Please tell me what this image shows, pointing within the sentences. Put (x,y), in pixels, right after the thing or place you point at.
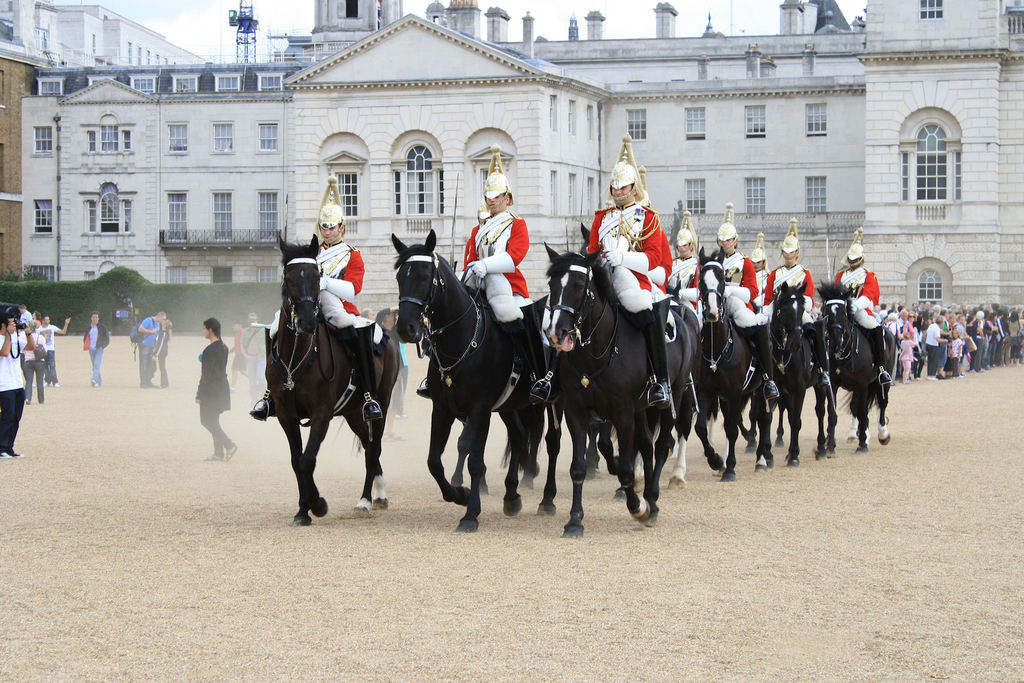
In the center of the image (638,296) we can see a few people (529,316) are riding horses (620,419) and they are in different costumes (647,263). And we can see the horses (513,354) are in black and white color. In the background (703,95), we can see the sky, clouds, buildings (897,294), windows (760,187), plants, few people (907,344) are standing, few people (893,322) are holding some objects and a few other objects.
